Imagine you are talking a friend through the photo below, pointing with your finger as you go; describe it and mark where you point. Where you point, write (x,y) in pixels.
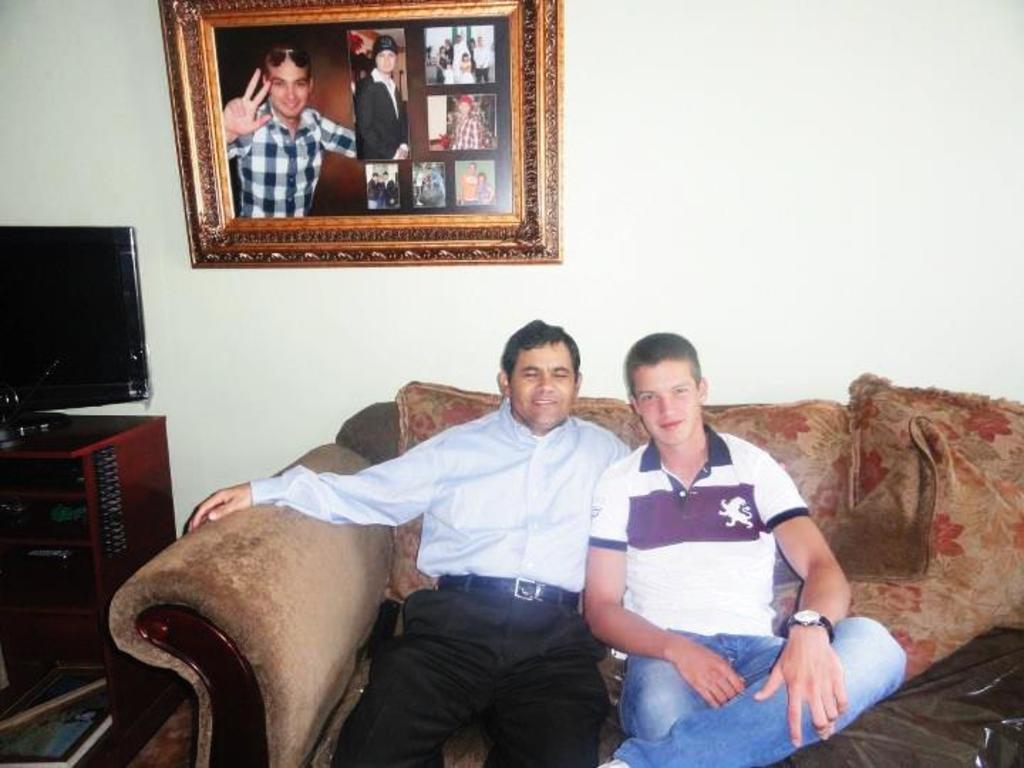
In this picture I can see couple of men (552,594) sitting on the sofa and I can see a television (36,298) on the table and a book (62,748) on another table (63,711) and a photo frame (357,191) on the wall (83,203).
